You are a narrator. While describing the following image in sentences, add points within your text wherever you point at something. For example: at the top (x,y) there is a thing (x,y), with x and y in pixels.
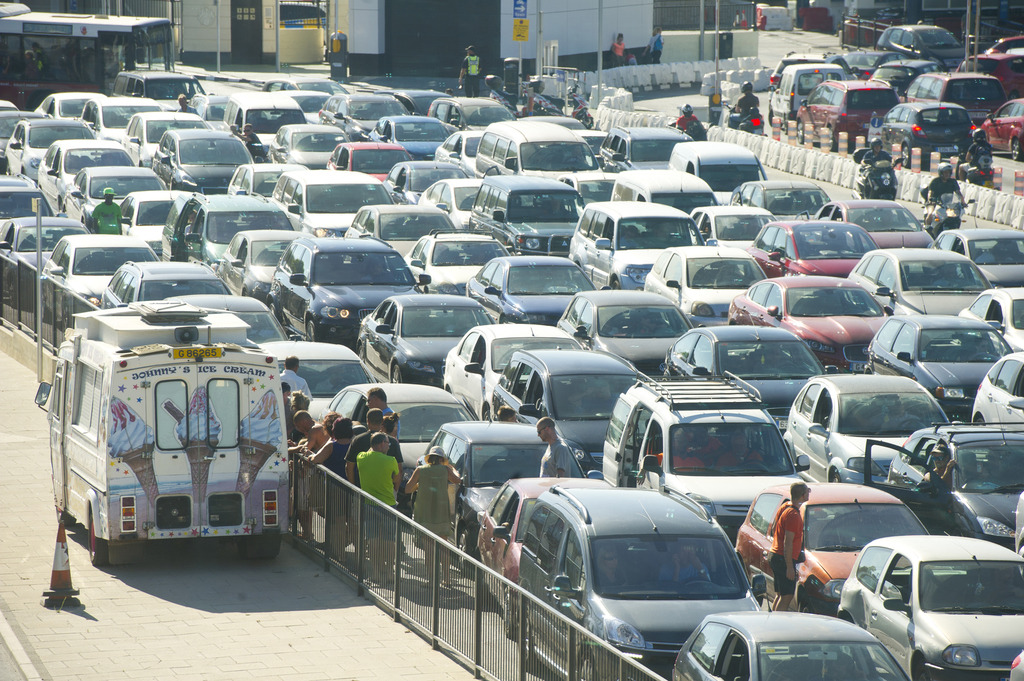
In this image there is a road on which there are so many cars (466,208) which are parked in the line. On the right side (763,43) there is another road (761,53) on which there are few other cars (904,86) and motorbikes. On the left side (232,412) there is an ice cream van (140,402) on the footpath (153,575).
